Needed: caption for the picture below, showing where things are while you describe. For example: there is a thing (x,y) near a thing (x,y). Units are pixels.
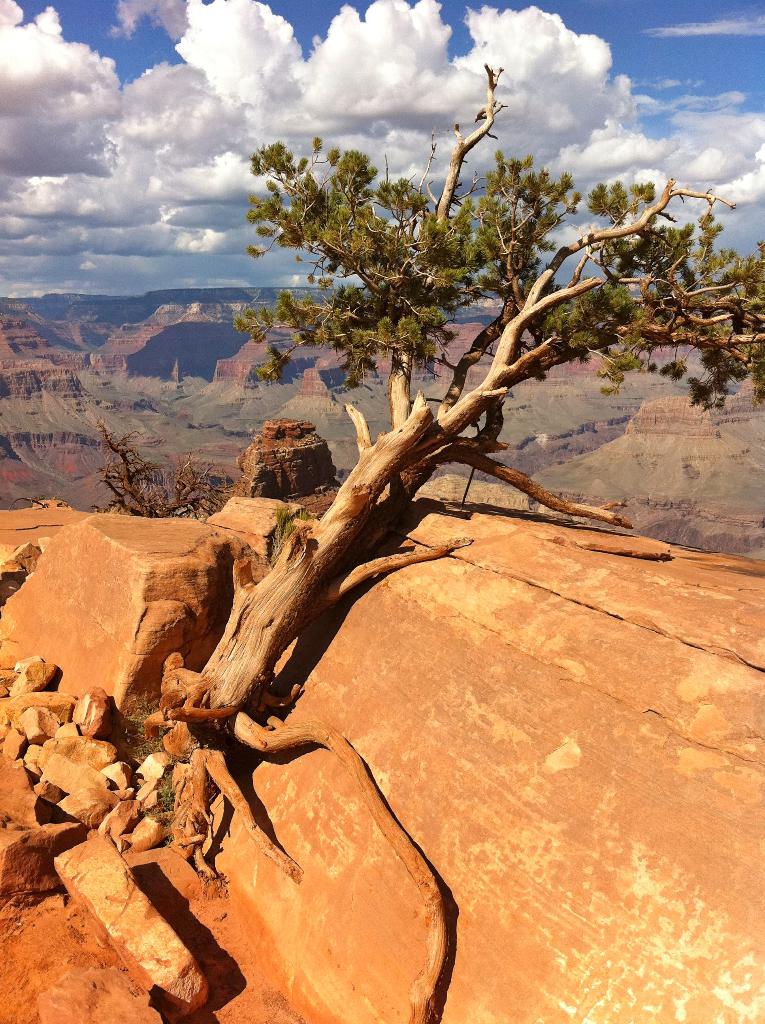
In this image, we can see trees (358,481) and hills (707,484), and at the top (320,76), there are clouds (446,55) in the sky (645,99).
